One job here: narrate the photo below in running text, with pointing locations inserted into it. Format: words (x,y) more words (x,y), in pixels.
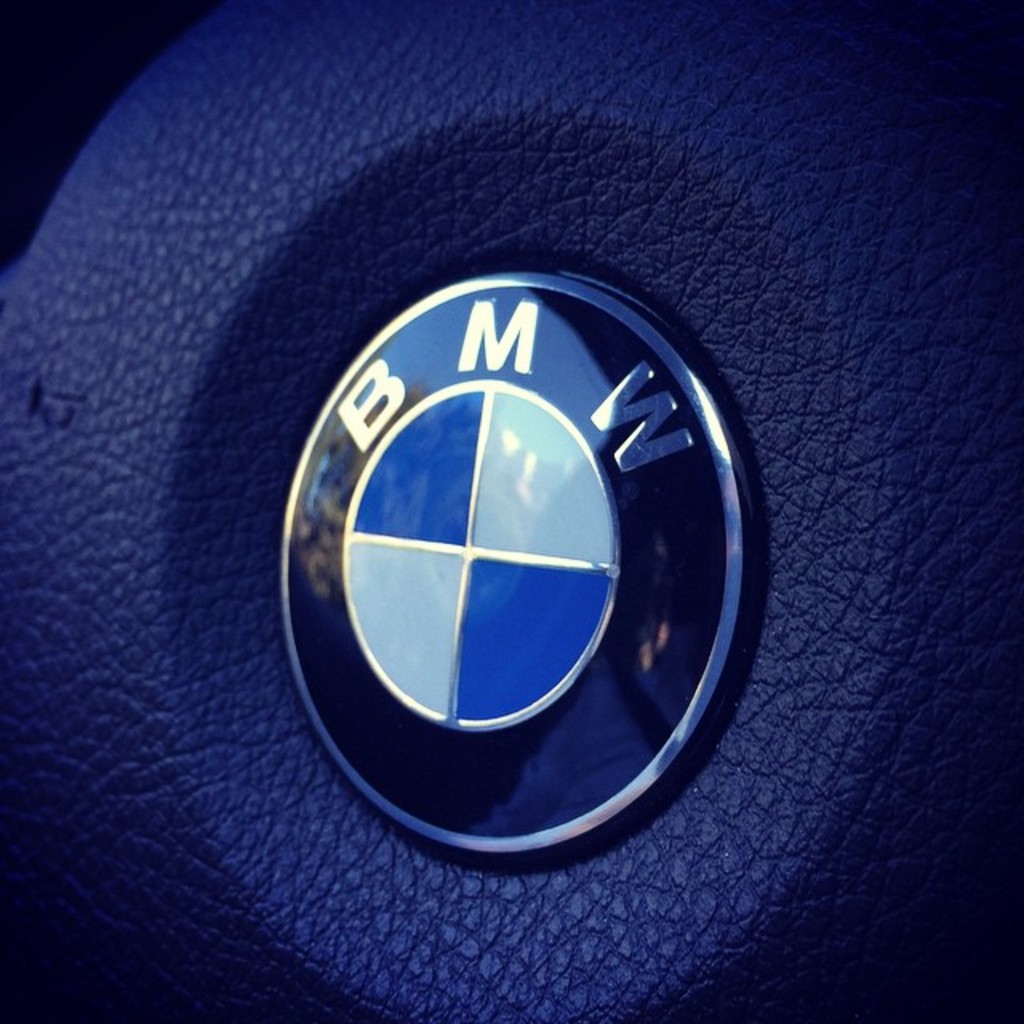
In this image I can see the logo (491,607) and I can see the blue color background (801,608).
